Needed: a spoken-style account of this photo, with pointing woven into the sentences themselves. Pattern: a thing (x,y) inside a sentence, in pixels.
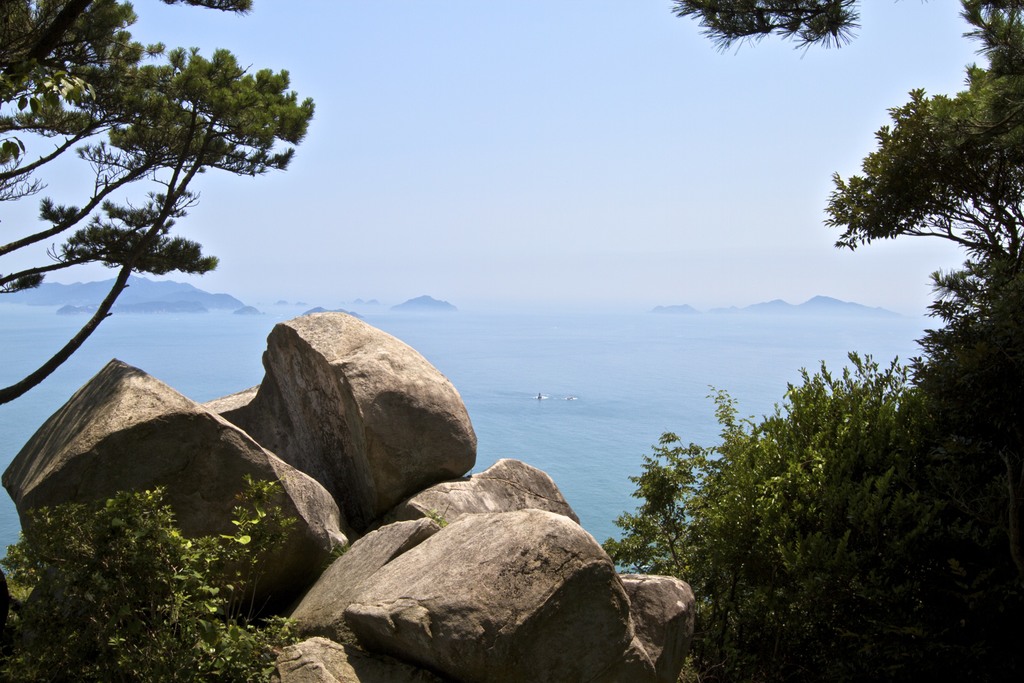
In this image we can see trees (80,42) and rocks (439,537). In the back (584,355) there is water (599,358). Also there are hills (184,293). And there is sky (525,156).
